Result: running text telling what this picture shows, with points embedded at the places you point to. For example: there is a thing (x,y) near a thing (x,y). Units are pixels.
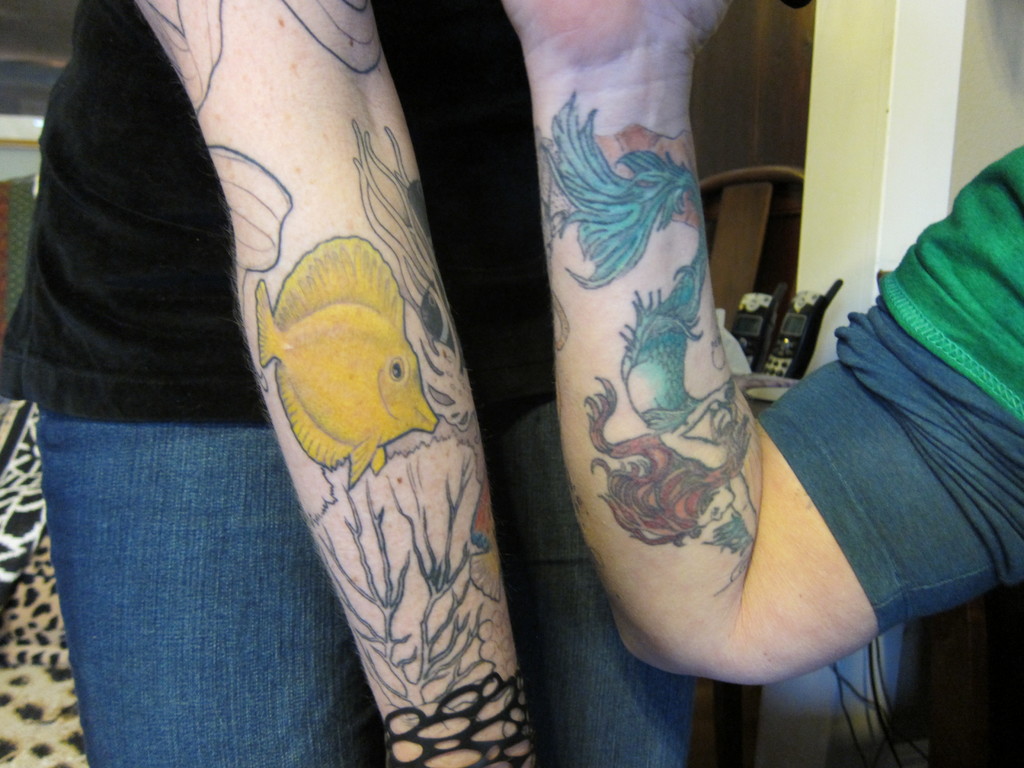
In the picture I can see two people (587,576) on their hands (738,555) there are few tattoos (372,523).
